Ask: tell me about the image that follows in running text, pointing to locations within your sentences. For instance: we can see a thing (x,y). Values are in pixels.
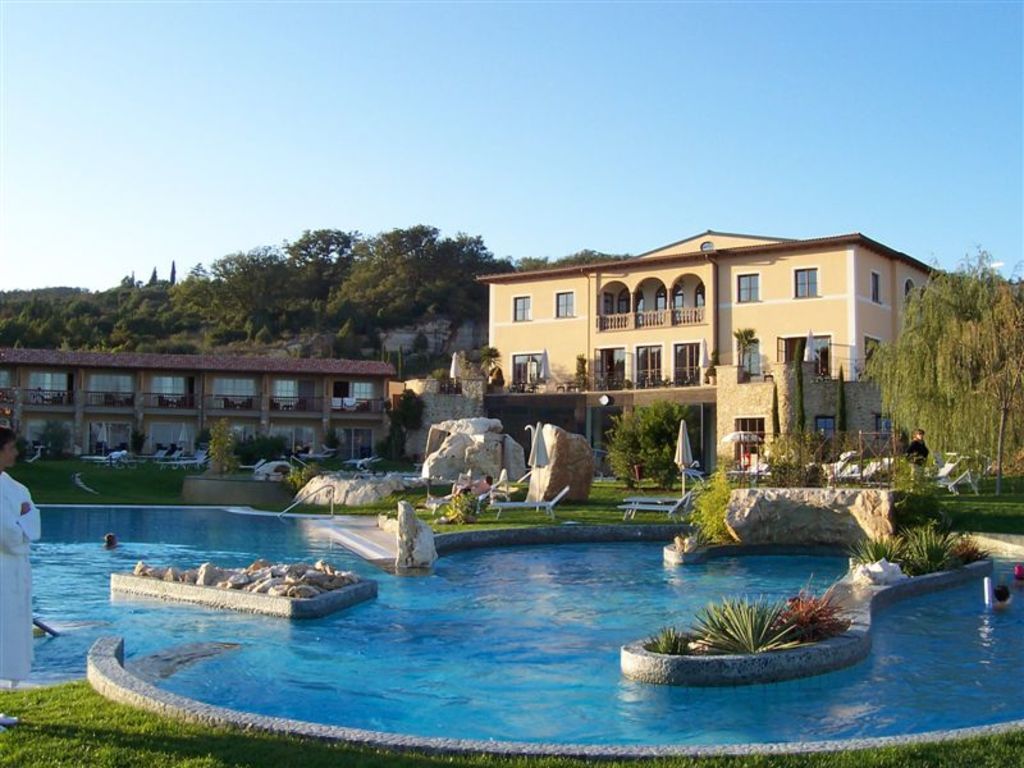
Here in this picture in the front (551,573) we can see a pool (152,550), which is filled with water (350,725) and in between them we can see plants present over a place and we can see grass (938,488) covered over some place and we can also see rock stones (289,573) present and we can see buildings (502,405) with number of windows (248,398) present in the far and we can also see people (926,447) sitting and standing over there and we can see plants (910,465) and trees (351,357) present and we can see the sky (534,80) is clear.
